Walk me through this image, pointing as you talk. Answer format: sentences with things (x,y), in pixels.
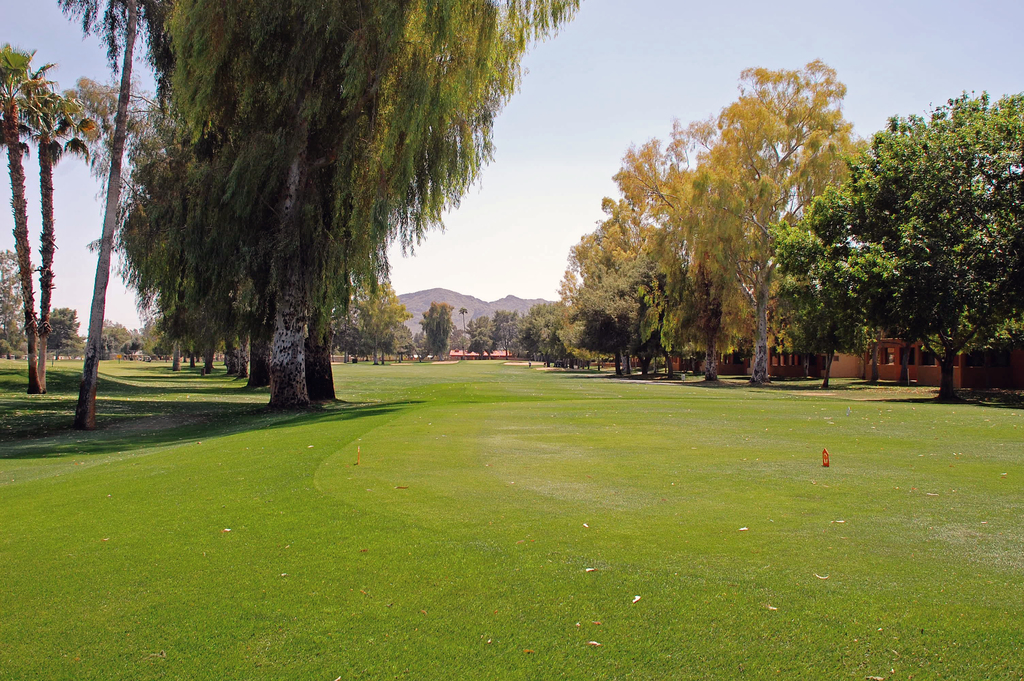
In this image we can see trees (235,219), houses (966,347), grass (441,391), hills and sky (598,114).
